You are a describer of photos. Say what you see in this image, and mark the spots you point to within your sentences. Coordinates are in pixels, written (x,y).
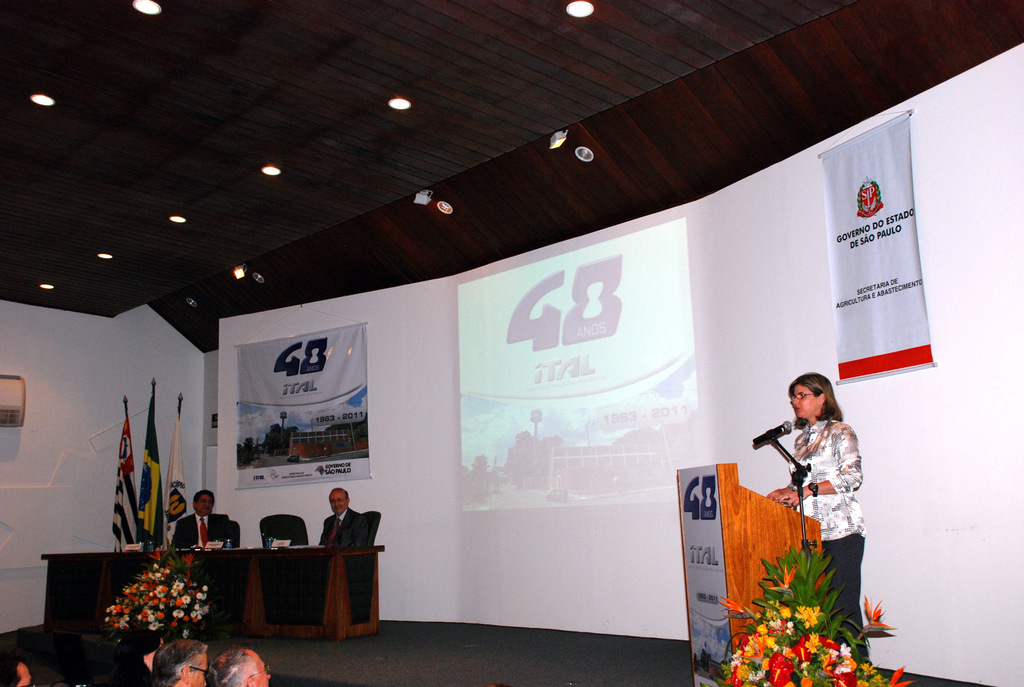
In this image we can a woman (786,501) standing beside a speaker stand (772,550). We can also see a mic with a stand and some flower bouquets (807,581) on the stage (504,657). On the left side (206,520) we can see some people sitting and a table (217,577) containing some objects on it. We can also see the flags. On the backside (646,313) we can see some banners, a device (2,406) and a display screen (479,365) on a wall (450,450) and some ceiling lights (449,205) to a roof (504,203).
